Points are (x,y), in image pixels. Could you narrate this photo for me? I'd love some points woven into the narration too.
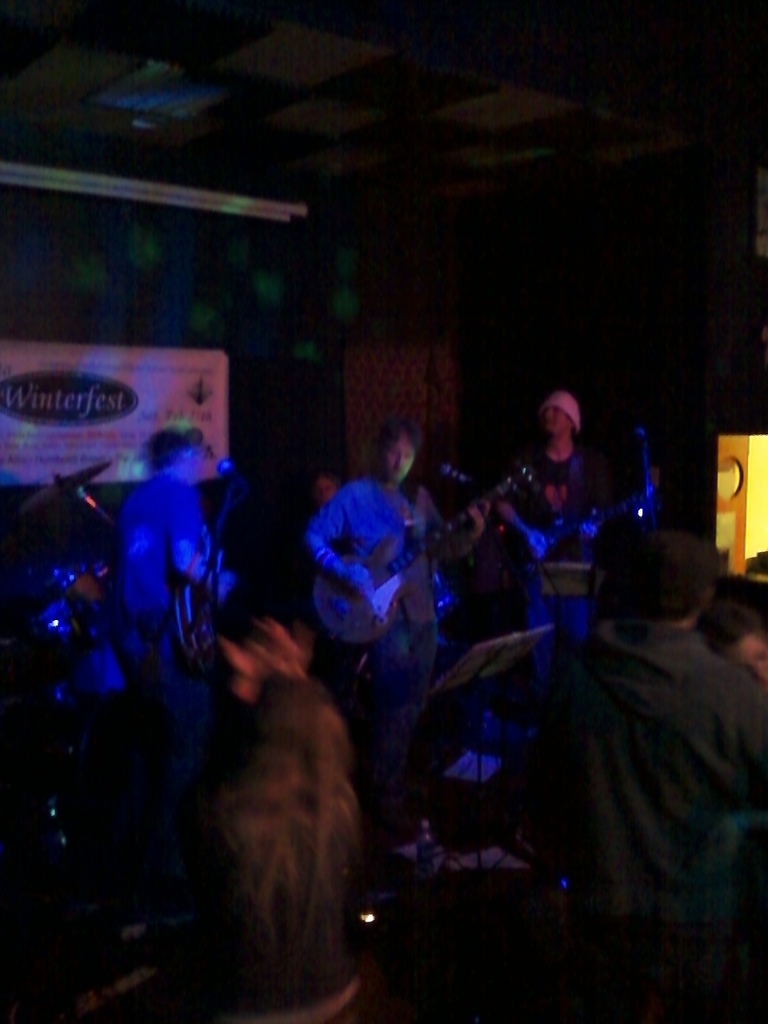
In the picture it looks like some event and few people (189,562) are playing the music instruments (340,628), there is a blue light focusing on them, behind the people (179,444) there is a banner (193,406).
